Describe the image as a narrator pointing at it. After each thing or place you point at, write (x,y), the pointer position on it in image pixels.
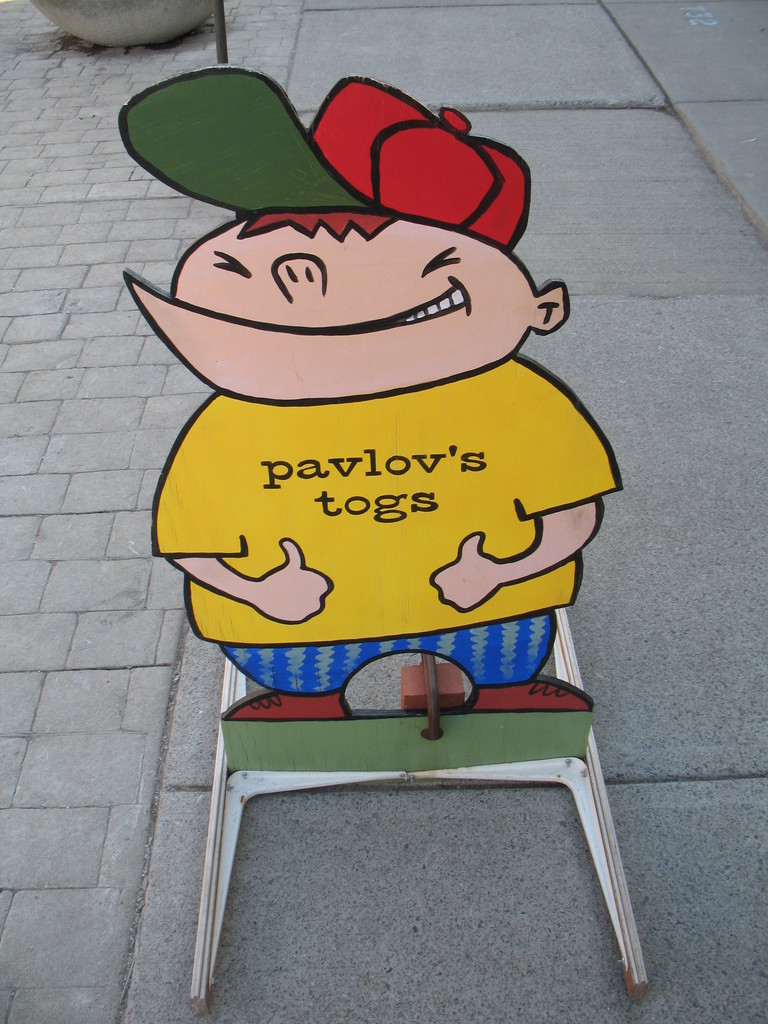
In the image in the center (337,594) we can see one cartoon stand (378,607). In the background (68,118) there is a pot (134,40) and road (500,40).
